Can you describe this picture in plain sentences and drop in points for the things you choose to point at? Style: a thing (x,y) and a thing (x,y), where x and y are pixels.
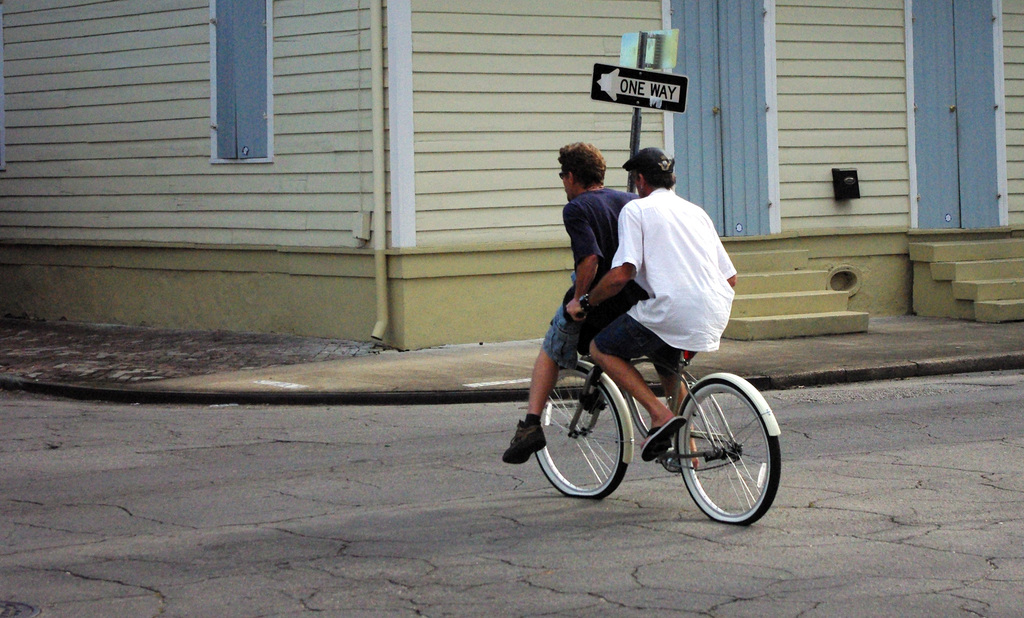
In this picture we can see two persons (607,313) are seated on the bicycle (685,406), and one person (700,346) is riding a bicycle (668,457) on the road (410,516), and we can see a sign board (648,97), plastic pipe (379,255), and couple of buildings (700,119).
